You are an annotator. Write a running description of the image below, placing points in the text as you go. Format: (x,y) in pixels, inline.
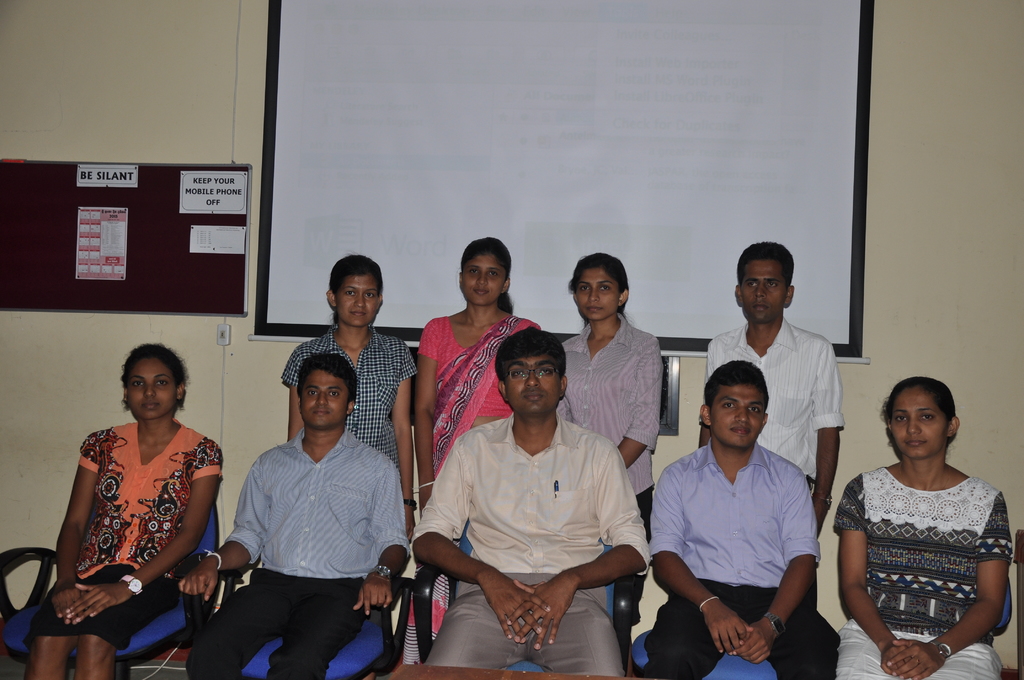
In the picture we can see five people (798,669) are sitting on the chairs (24,626) and behind them, we can see four people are standing, and behind them, we can see a wall (205,102) with a white color board (841,288) and beside it we can see a notice board (16,191) with some papers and information in it.
